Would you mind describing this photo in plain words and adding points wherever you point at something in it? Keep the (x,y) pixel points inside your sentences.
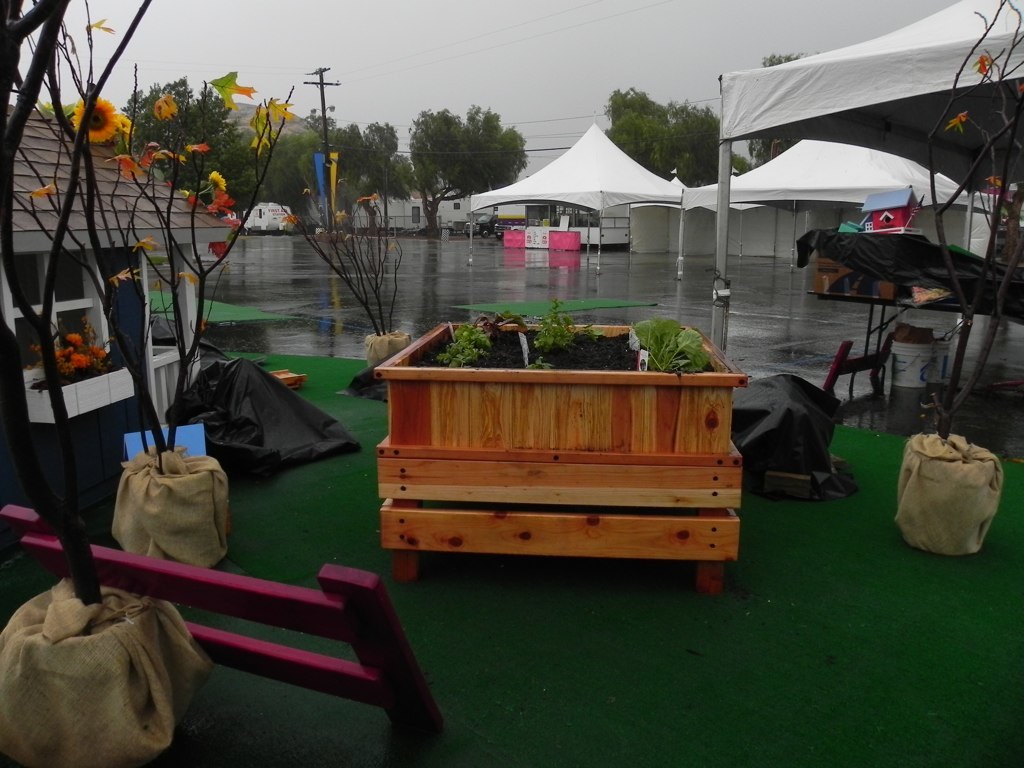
In this picture there is a wooden structure (647,404) in the center (638,355), in that there are plants (654,350) and mud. Towards the left (76,636) there are plants (162,446) in a jute bag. Towards the right (943,339) there is another plant (953,404) with jute bag (908,479). Behind it there is a tent (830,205). In the background (688,245) there are tents (643,247), trees (698,135), vehicles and a sky (511,66).
